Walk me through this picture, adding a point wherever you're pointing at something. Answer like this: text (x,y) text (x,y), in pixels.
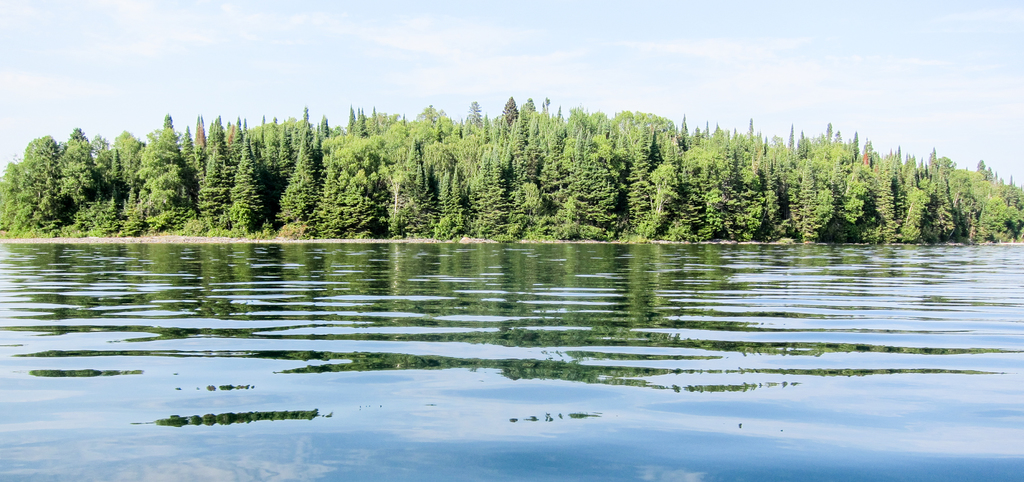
In this image, we can see some tree (481,228) beside the lake (318,282). There is a sky (493,55) at the top of the image (494,45).
